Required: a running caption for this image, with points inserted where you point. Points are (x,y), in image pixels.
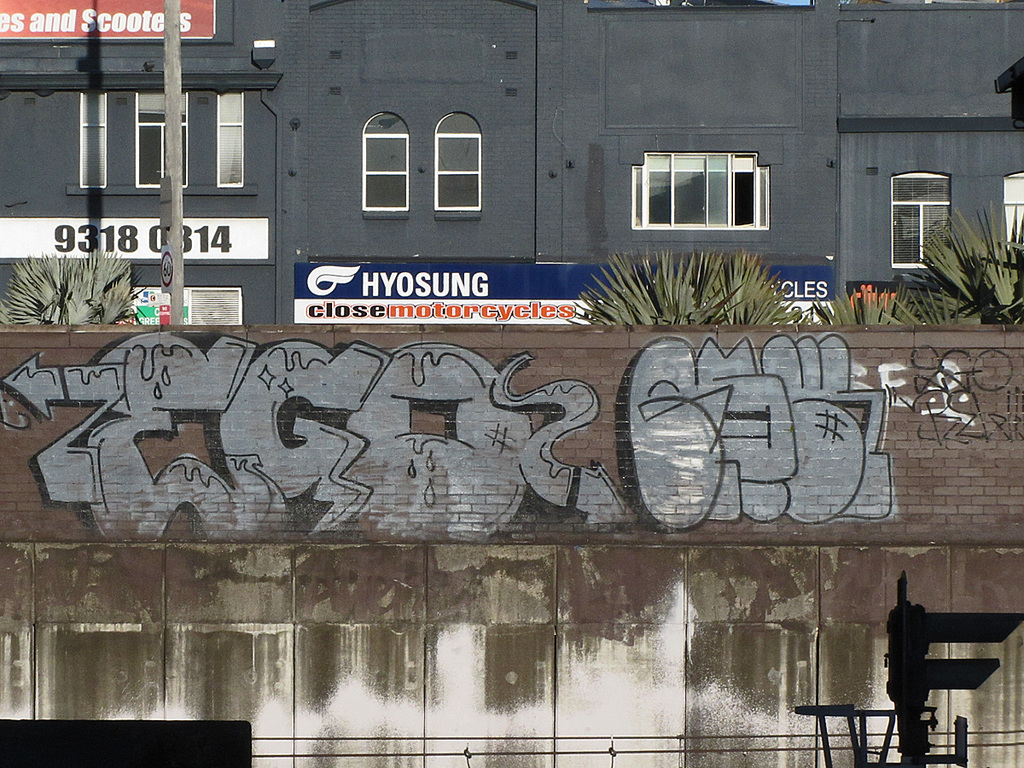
In this picture we can see a wall (577,671) in the front (546,606), in the background (515,157) there is a building (534,145), we can see plants (709,289) and a hoarding (355,296) here, on the left side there is a pole (178,218), we can see windows (362,172) of the building (489,187), there is graffiti (625,444) on this wall (293,448).
